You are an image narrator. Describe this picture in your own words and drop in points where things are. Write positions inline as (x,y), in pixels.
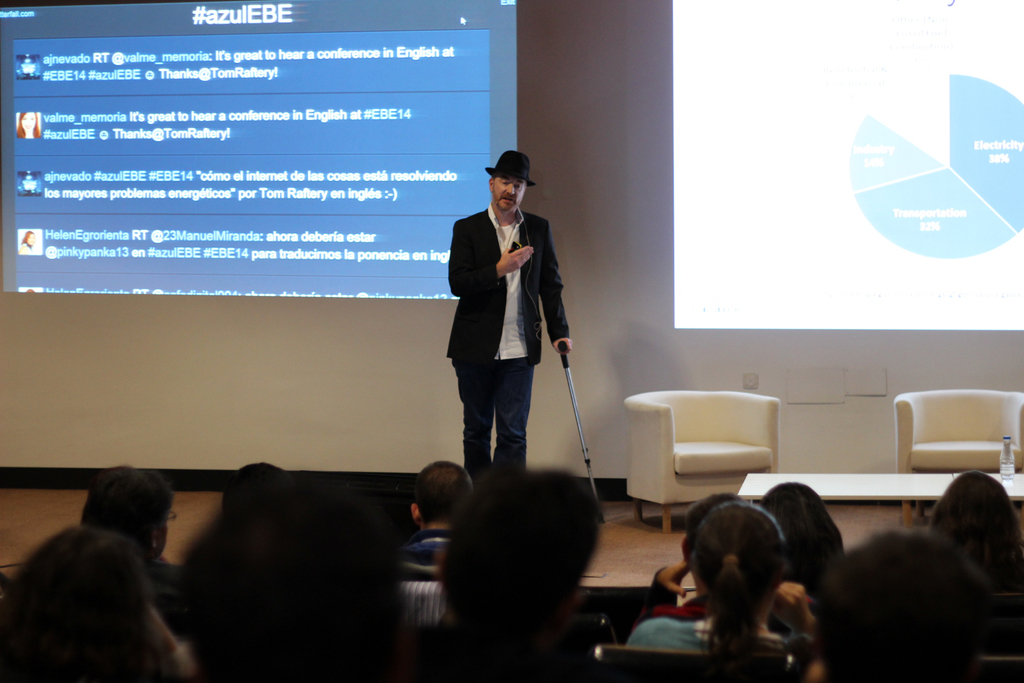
Here we see a man (517,173) speaking to the audience (83,584) seated in front of him and we see a projection light (463,183) on the wall (844,333) and we see two chairs (756,415) and a table (862,486).
